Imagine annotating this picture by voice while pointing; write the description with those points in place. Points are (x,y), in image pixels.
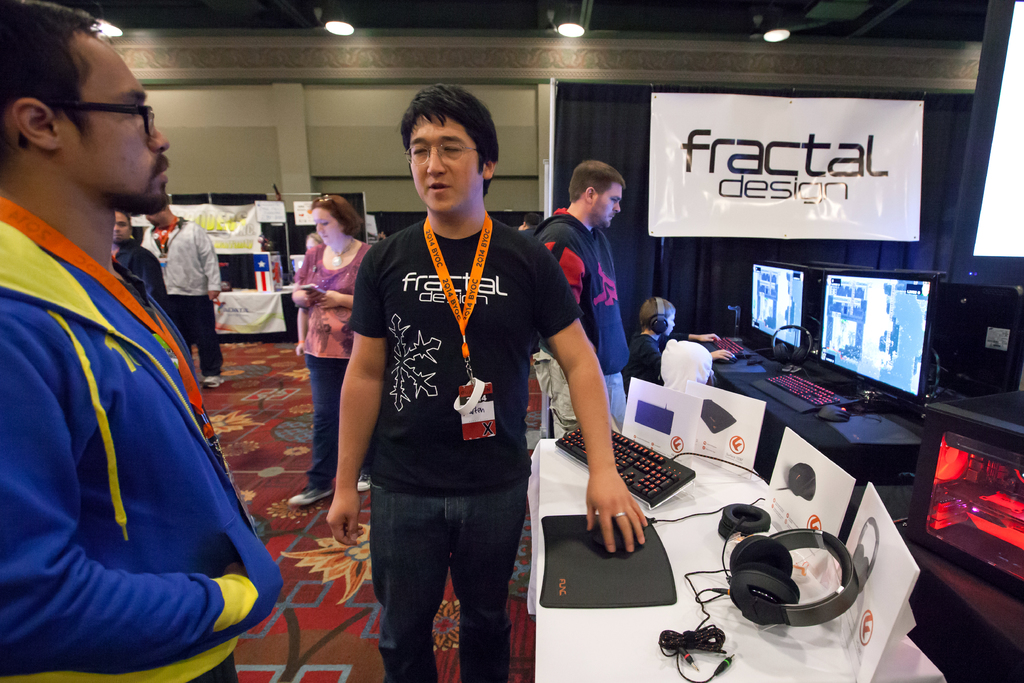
In this image I can see few people (205,335) are standing and one person (658,350) is sitting in-front of the system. These people (615,378) are wearing the different color dresses (99,308) and few people (208,359) with identification cards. To the right (750,516) I can see many systems (923,479) and headsets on the table (750,486). In the back (683,171) I can see lights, banners (246,229) and curtains (592,151).
